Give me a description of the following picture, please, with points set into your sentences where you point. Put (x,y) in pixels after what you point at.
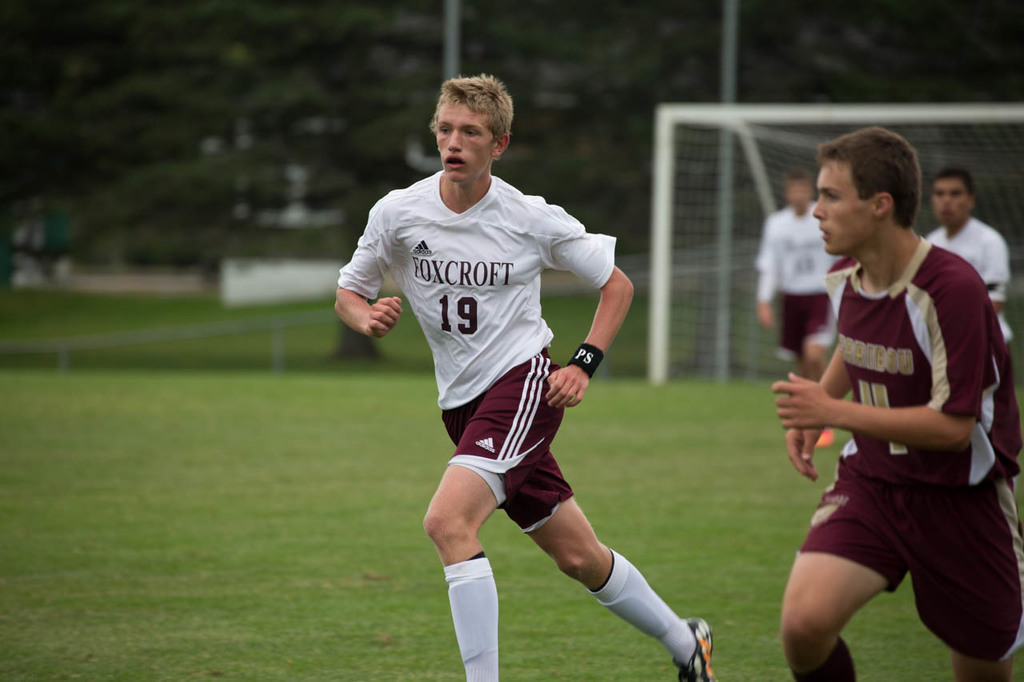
There are two people (924,441) running and we can see grass (353,464). In the background (785,154) we can see people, net (996,218), poles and trees (686,65).
